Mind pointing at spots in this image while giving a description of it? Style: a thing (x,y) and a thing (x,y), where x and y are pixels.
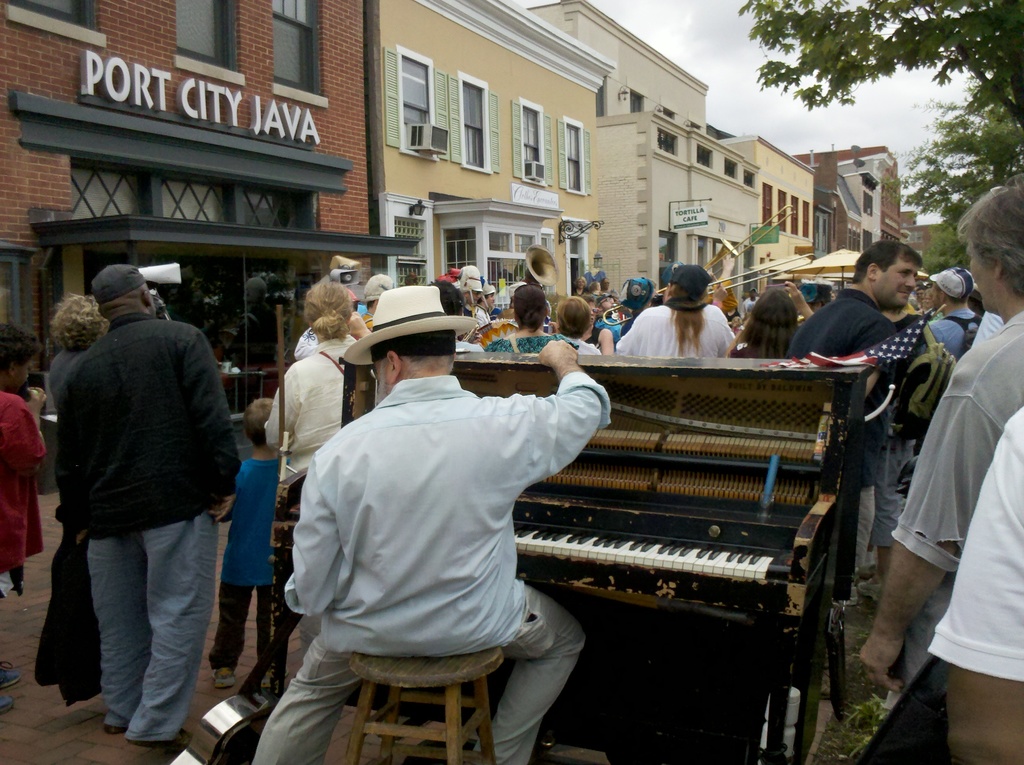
The image is outside of the city. In the image there is a man (418,345) wearing a cream color hat (442,322) sitting on chair (418,679) in front of a musical keyboard (687,539). On right side (1004,405) there are group of people (995,351) standing and walking, on left side (252,308) we can see a building (161,145) called 'THE PORT CITY JAVA'. In background (533,251) we can see few musical instruments (547,259) and a hoarding (685,222), trees (845,42) and sky (682,23) is on top (667,22).
